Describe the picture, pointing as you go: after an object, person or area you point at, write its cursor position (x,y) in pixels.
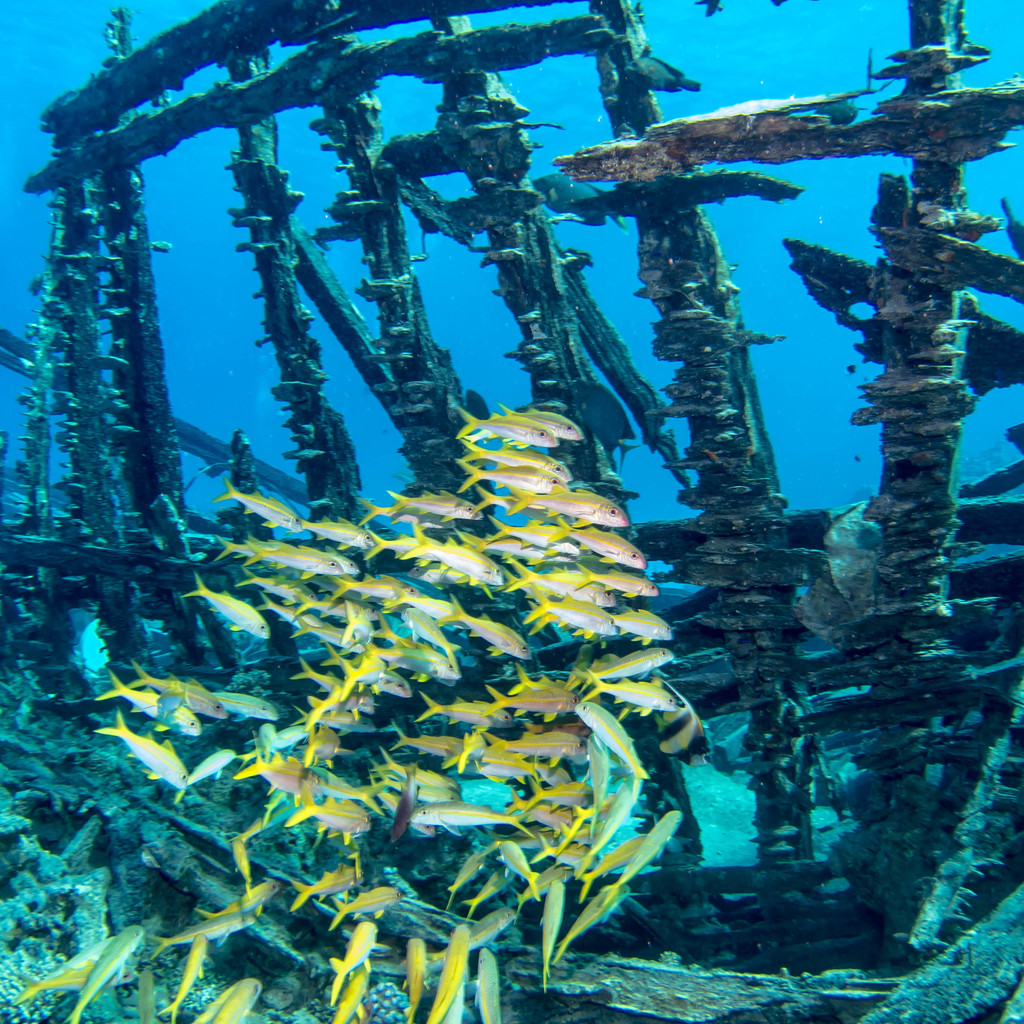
In this picture I can see there are many fishes (546,845) which have yellow color tails (486,496) and they are swimming in the sea (194,321), there is a wooden frame (520,266) in the water (978,190).
